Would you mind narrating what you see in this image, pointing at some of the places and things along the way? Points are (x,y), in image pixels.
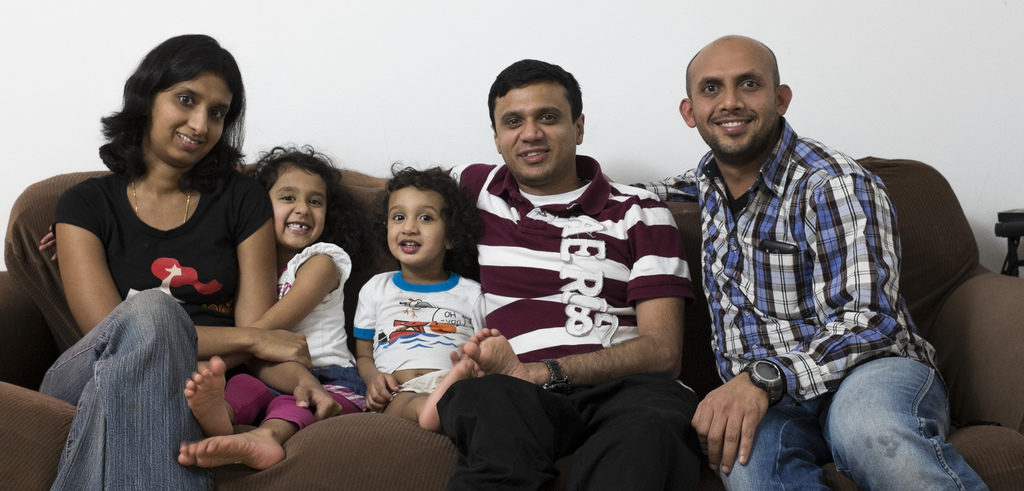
In this image in the center (351,288) there is one couch (975,259) on the couch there are three persons (504,255) and two children (311,296) who are sitting and smiling, in the background (682,62) there is a wall (92,93).
